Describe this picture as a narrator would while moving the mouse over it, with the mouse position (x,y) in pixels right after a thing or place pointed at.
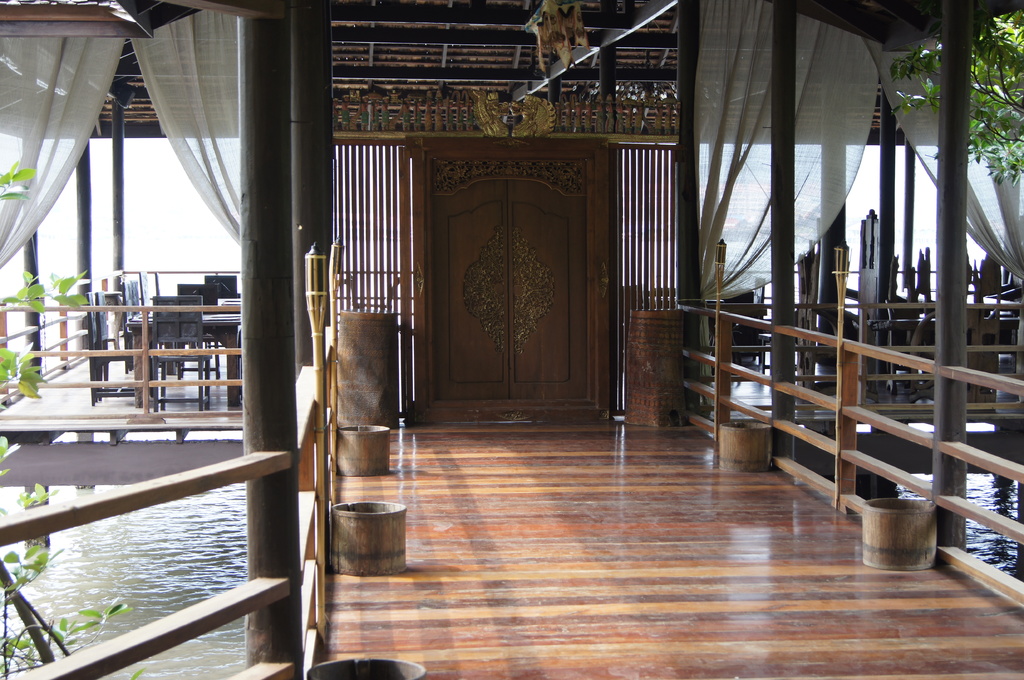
The picture consists of a wooden construction (69,401). In the foreground (259,302) there are wooden pots (342,505), pillars (278,187), trees (1002,132) and curtains (9,221). In the center of the picture (557,318) there is a door (533,228). In the background (228,289) there are chairs (101,330) and tables (215,321). At the bottom (157,591) there is water (196,588).
